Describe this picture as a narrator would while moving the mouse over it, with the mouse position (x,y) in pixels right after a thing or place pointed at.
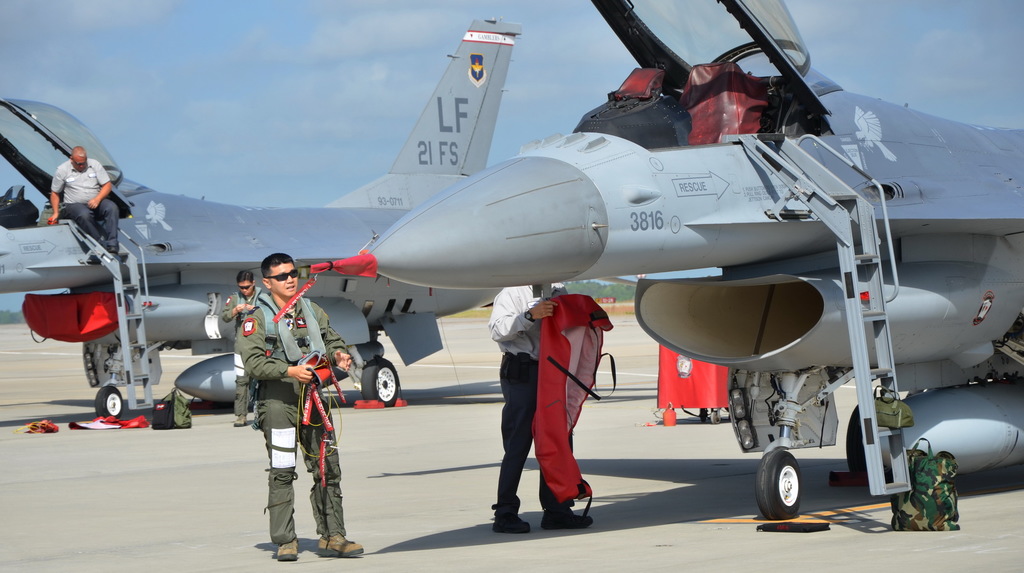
In the image there are two jets (590,191) and on the second ladder (96,255) is a man (84,220) sitting on a ladder (119,312) and there are three men (299,373) in between the two jets (577,187).
